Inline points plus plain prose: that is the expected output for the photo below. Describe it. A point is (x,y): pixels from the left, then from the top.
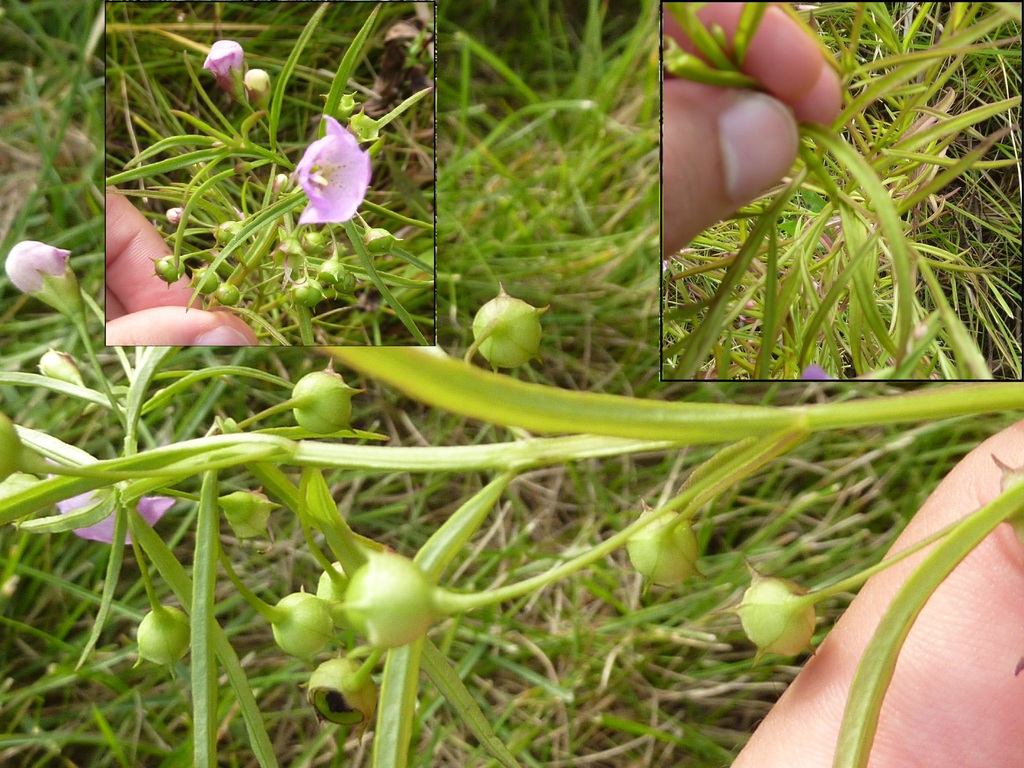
In this picture we can observe some seeds (395,593) of the plants (331,498). We can observe human hand (137,294) holding the seeds (208,287) of the plant (205,300). In the background (574,217) there is some grass (379,487). We can observe a purple color flower (334,165).
